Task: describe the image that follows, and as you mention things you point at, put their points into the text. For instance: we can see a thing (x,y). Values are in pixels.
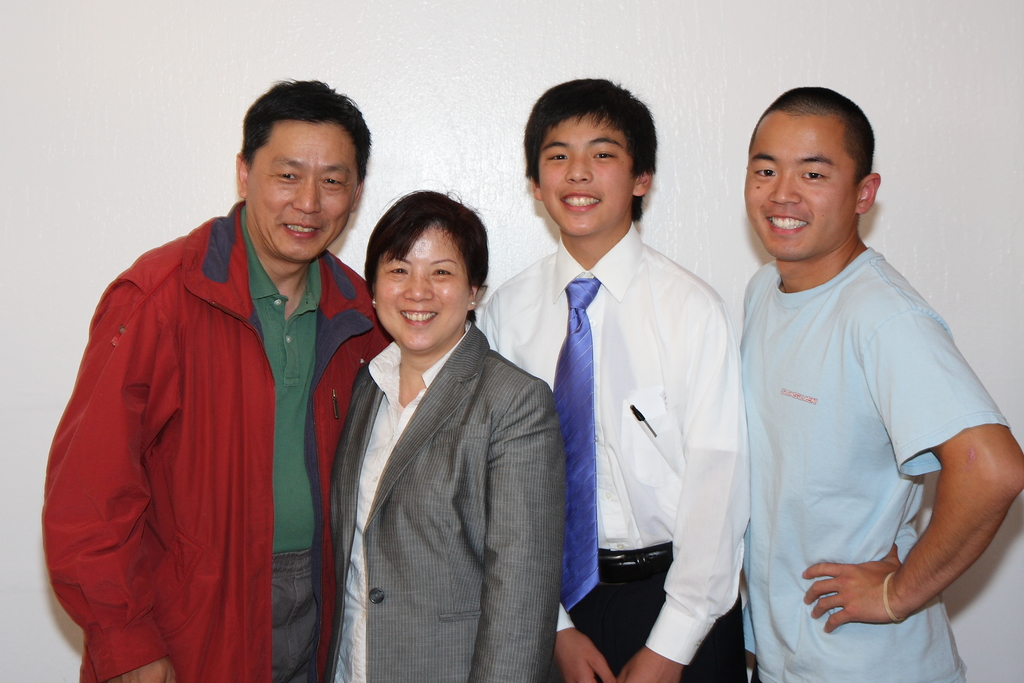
In this picture we can see three men (571,344) and a woman (511,446) standing and smiling, in the background (494,108) there is a wall (453,78).
